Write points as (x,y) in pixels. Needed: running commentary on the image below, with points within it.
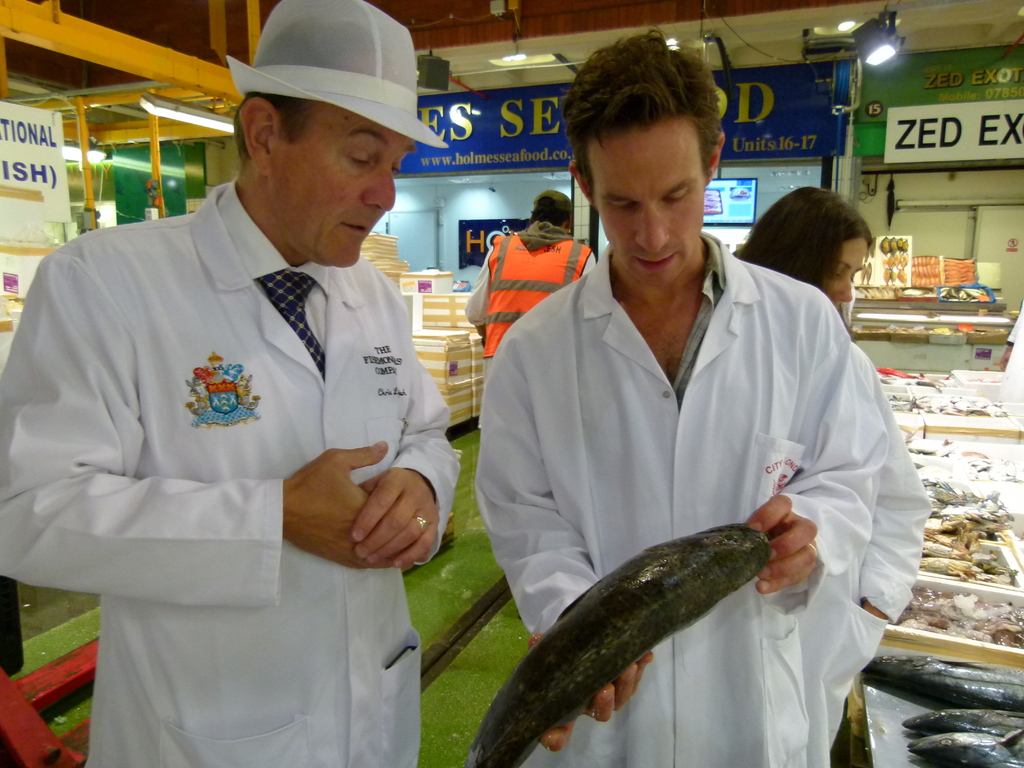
On the left side (98,370), there is a person (98,327) in a white colored shirt (214,688), standing. On the right side (818,325), there is a person (641,364) in a white colored shirt (629,377) holding a fish (668,545), standing and speaking. In the background (956,408), there are two persons (813,222), there are fishes (978,751), boxes (472,349), lights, hoardings (990,120) and a screen (707,201) arranged and there is a wall (947,186).
